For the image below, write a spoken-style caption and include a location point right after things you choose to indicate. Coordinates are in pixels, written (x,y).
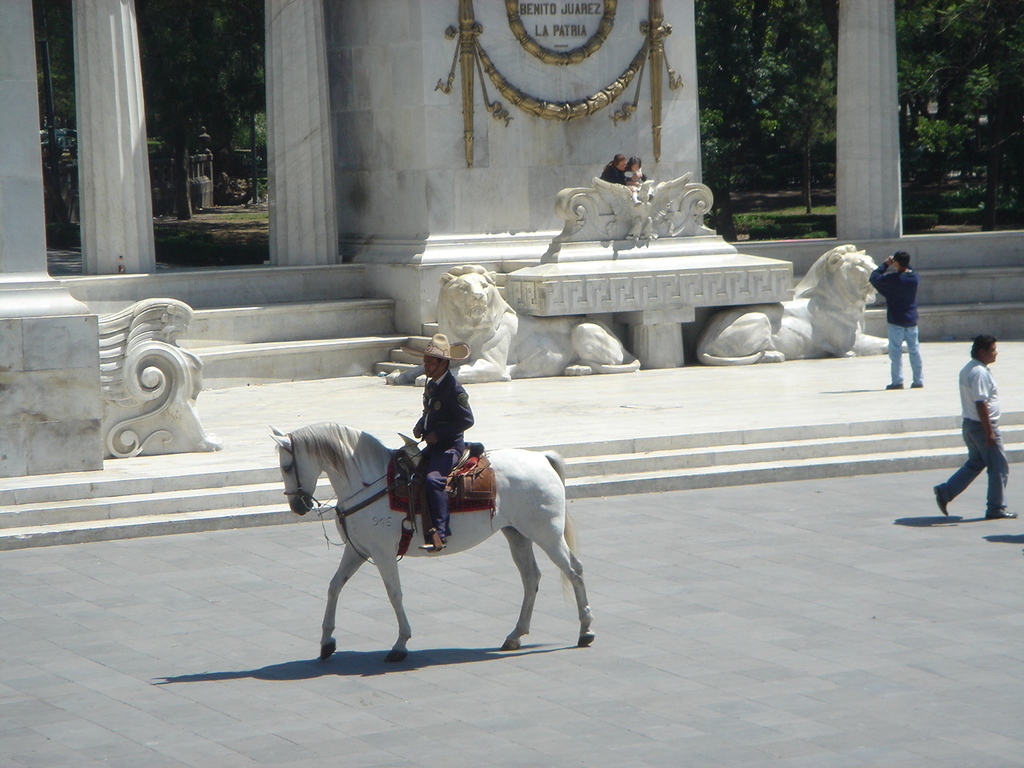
A person (436,386) wearing hat (433,355) is sitting on a white horse (453,515). On the horse (509,498) there is a saddle (466,483). Another person (986,430) walking on the road (966,520) on the right side (990,392). In the background (494,176) there are pillars (335,181), statues (500,299). In front of that a person (907,280) is standing. On the statue (619,195) two persons (615,171) are standing. Also there are trees (819,71) in the background (834,93).
